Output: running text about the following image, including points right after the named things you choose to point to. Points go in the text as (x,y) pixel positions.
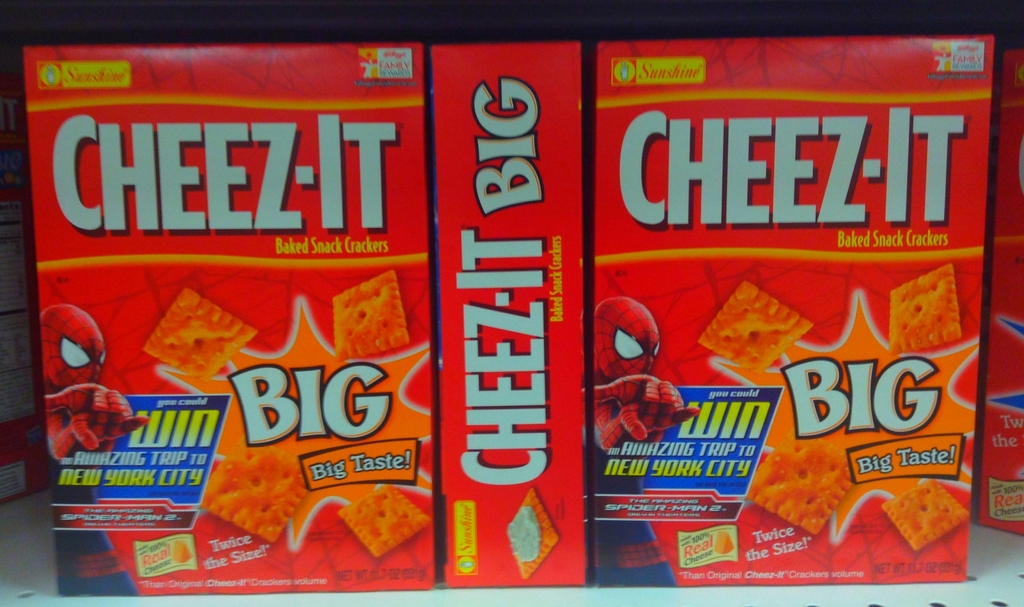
In this image I can see few boxes (377,301) in the white colored rack (693,593) which are red in color. I can see something is written on the boxes (291,242).
